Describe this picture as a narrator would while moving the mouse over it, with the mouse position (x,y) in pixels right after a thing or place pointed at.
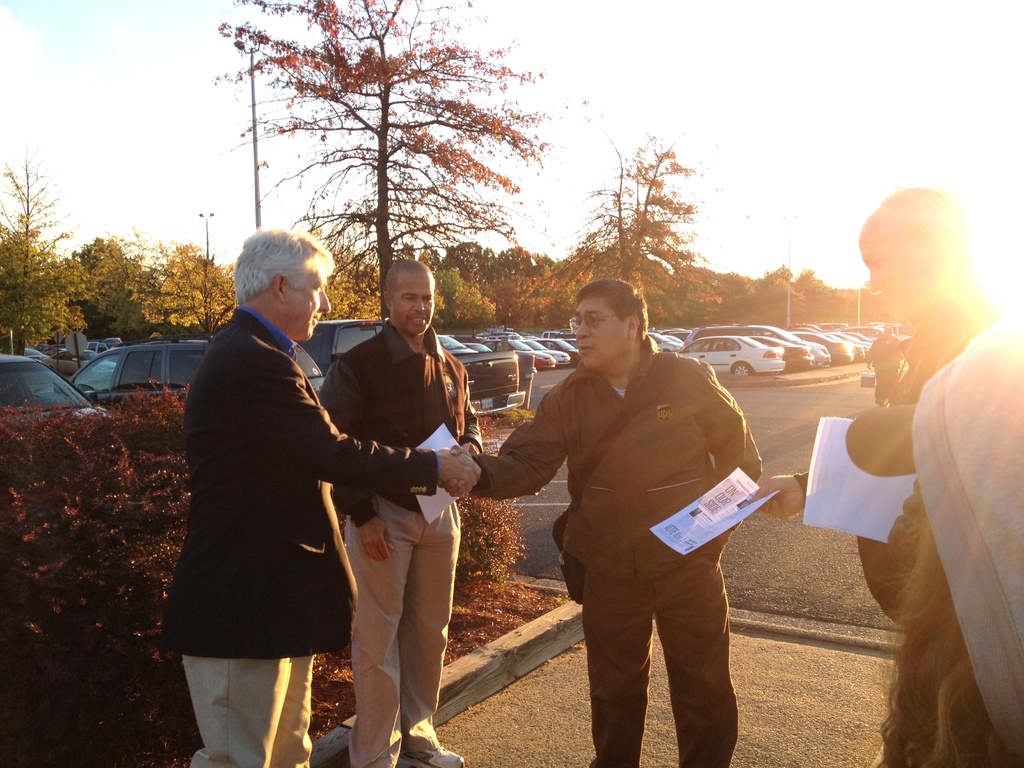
In the picture we can see some people (423,667) standing on the path (868,757) and two people (487,483) are shaking hands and holding some papers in the hands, just beside to it, we can see some plants (57,485) on the path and in the background (925,152), we can see cars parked on the road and behind it we can see some trees (19,333), poles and sky (180,124).
